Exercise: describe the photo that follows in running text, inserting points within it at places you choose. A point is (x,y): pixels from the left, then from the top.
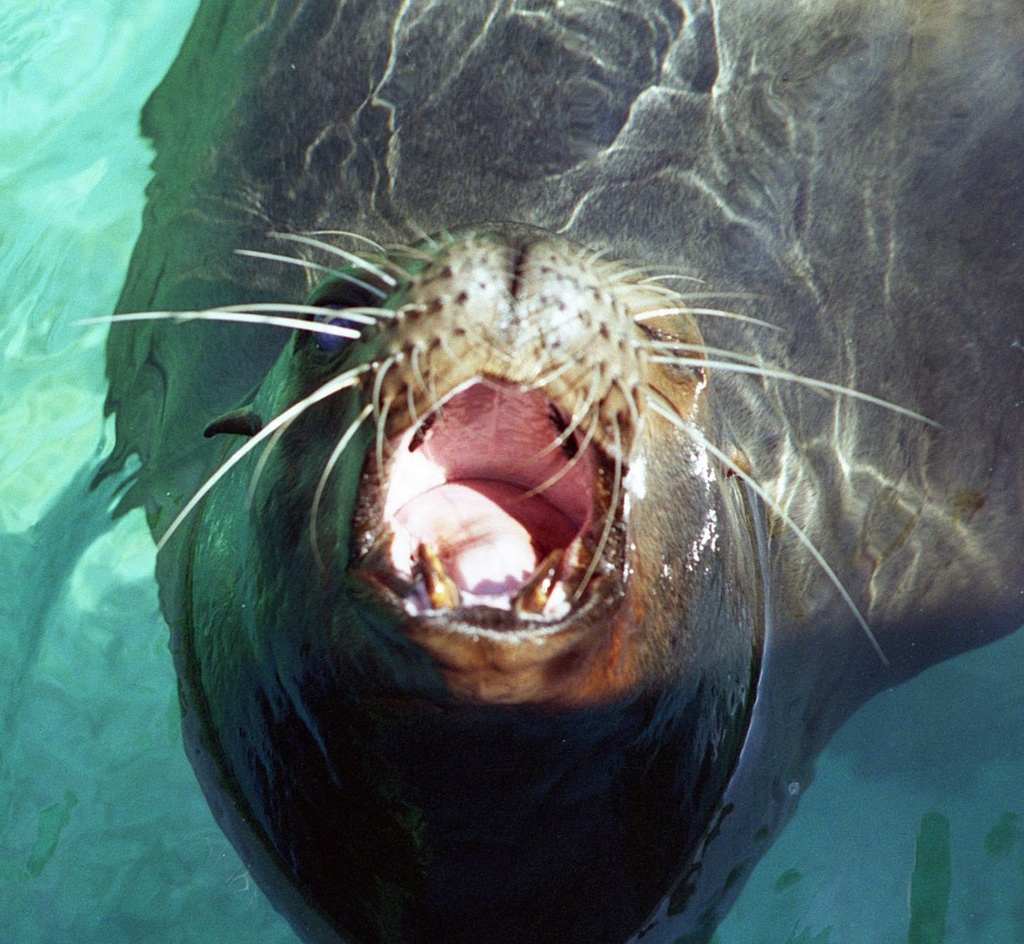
In this image there is a seal (433,431) in the water (962,795).
